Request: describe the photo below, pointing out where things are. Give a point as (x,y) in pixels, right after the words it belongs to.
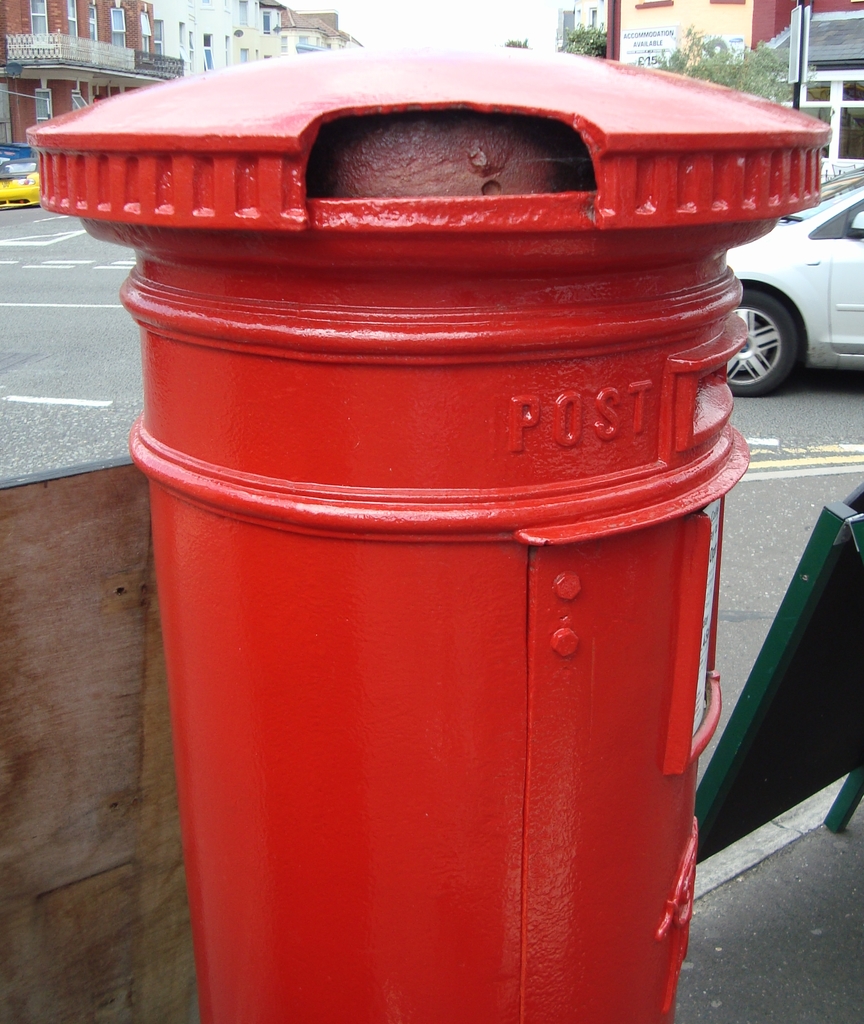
In this image in the foreground (515,179) there is a post box (420,207), and there are some boards (802,619). And in the background (805,258) there are buildings (55,93), trees (754,73), vehicles (815,221), poles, boards (798,49) and at the bottom (752,940) there is road (767,423).
